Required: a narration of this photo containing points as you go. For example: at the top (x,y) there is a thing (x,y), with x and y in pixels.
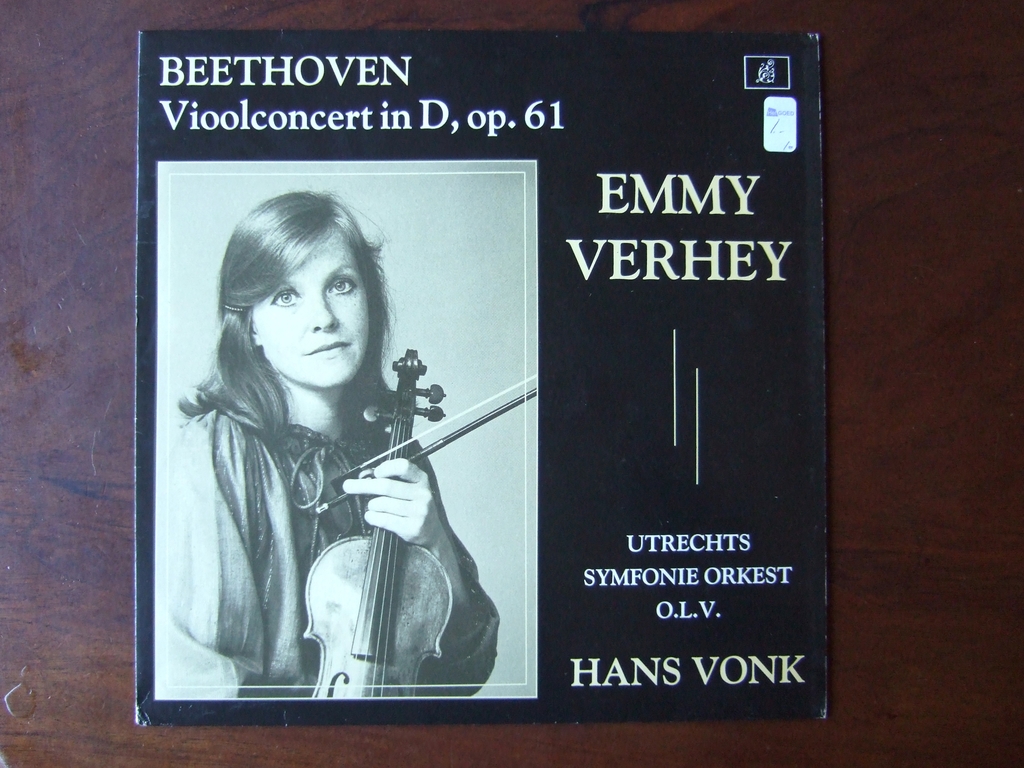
The picture consists of a record (395,291) placed on a table (34,734). On the cover (357,160) of the record (379,263) we can see text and a woman (357,486) holding violin (316,567).
